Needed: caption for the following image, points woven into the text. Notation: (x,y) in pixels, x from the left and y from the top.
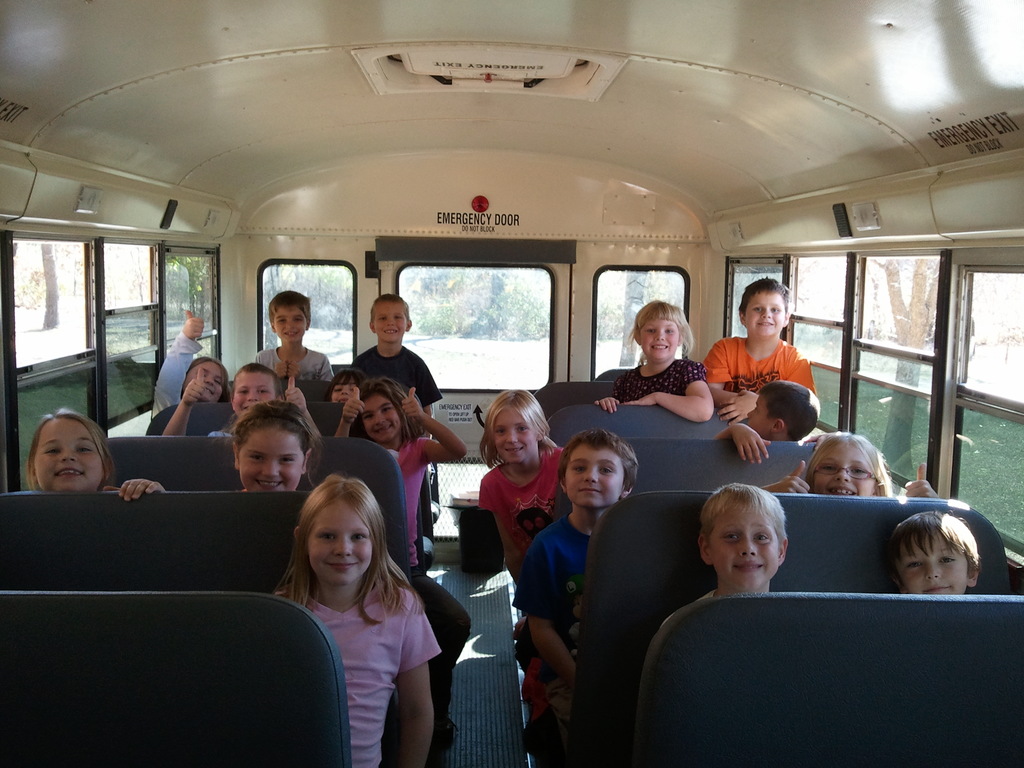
This is an inside view of a vehicle (788,669). In this picture we can see the children (187,390) are smiling. We can see a few of them (526,423) are sitting. We can see some text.
